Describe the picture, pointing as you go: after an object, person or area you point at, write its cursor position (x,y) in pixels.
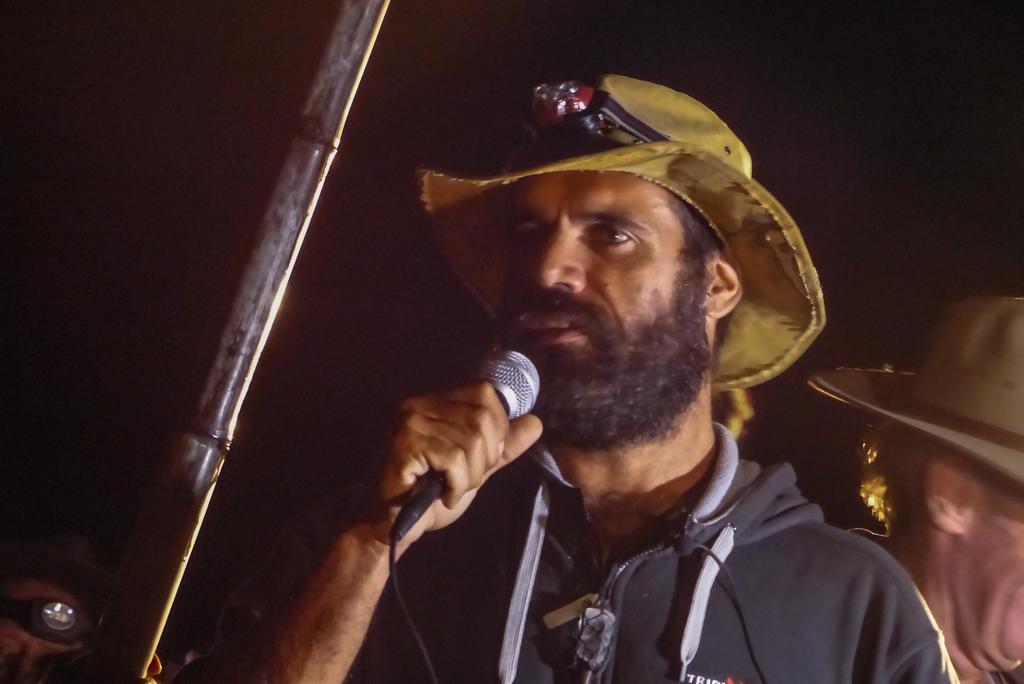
Background (896,173) is dark. Here we can see one man (793,271) wearing yellow colour hat (701,205), holding a mike (413,512) in his hand (537,423) and talking. Behind to him we can see two other men (969,529) wearing hats (1010,398).
